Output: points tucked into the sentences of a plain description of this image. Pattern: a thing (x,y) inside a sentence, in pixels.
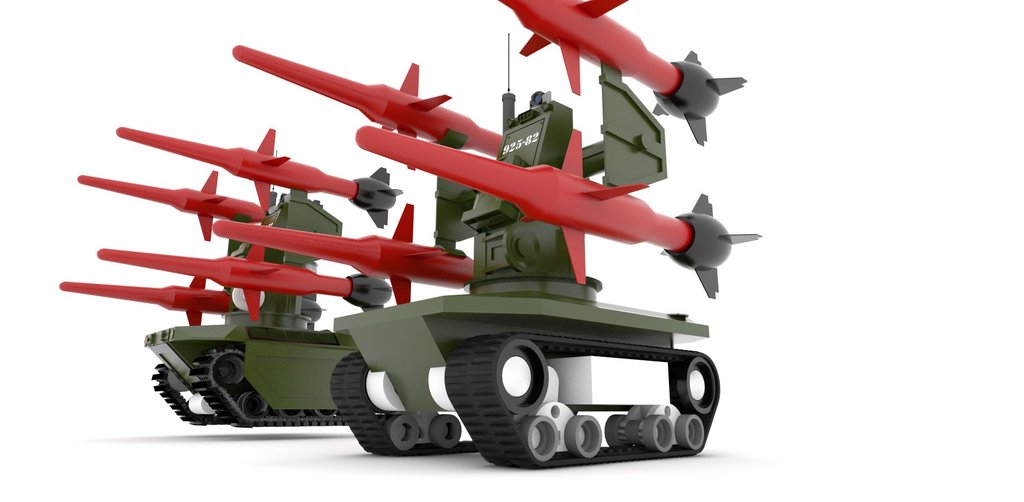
In this image, I can see two battle tanks (391,351). The background (125,52) looks white in color.
